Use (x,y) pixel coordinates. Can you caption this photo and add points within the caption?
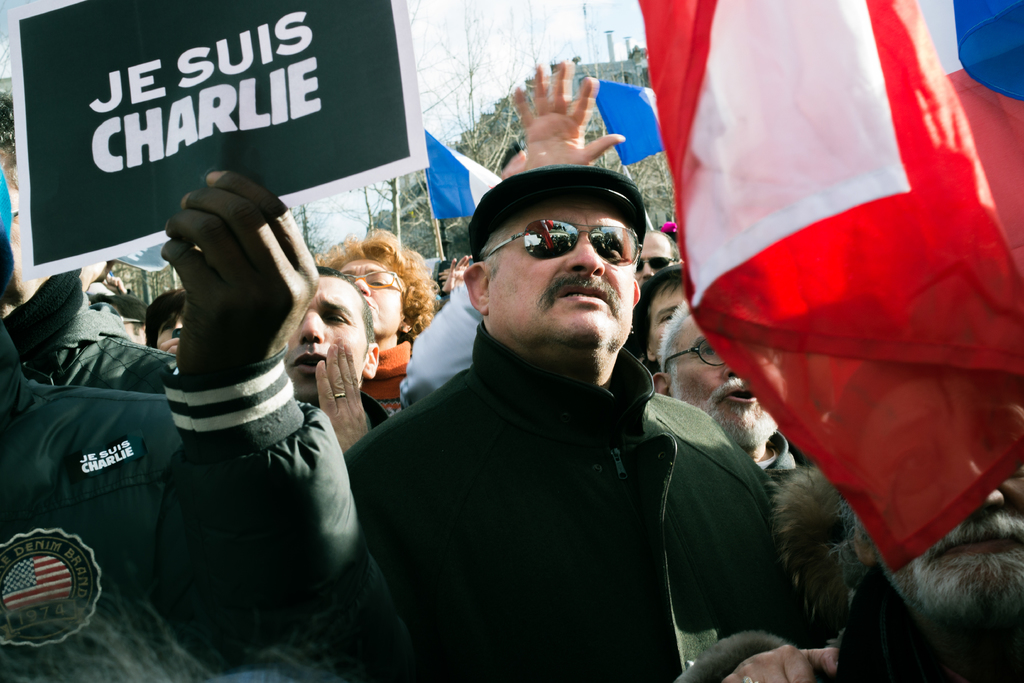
In this image there are people (710,419) protesting on a road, holding flags (757,210), posters (153,118) in their hands (235,223), in the background (498,66) there are trees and the sky (556,51).
